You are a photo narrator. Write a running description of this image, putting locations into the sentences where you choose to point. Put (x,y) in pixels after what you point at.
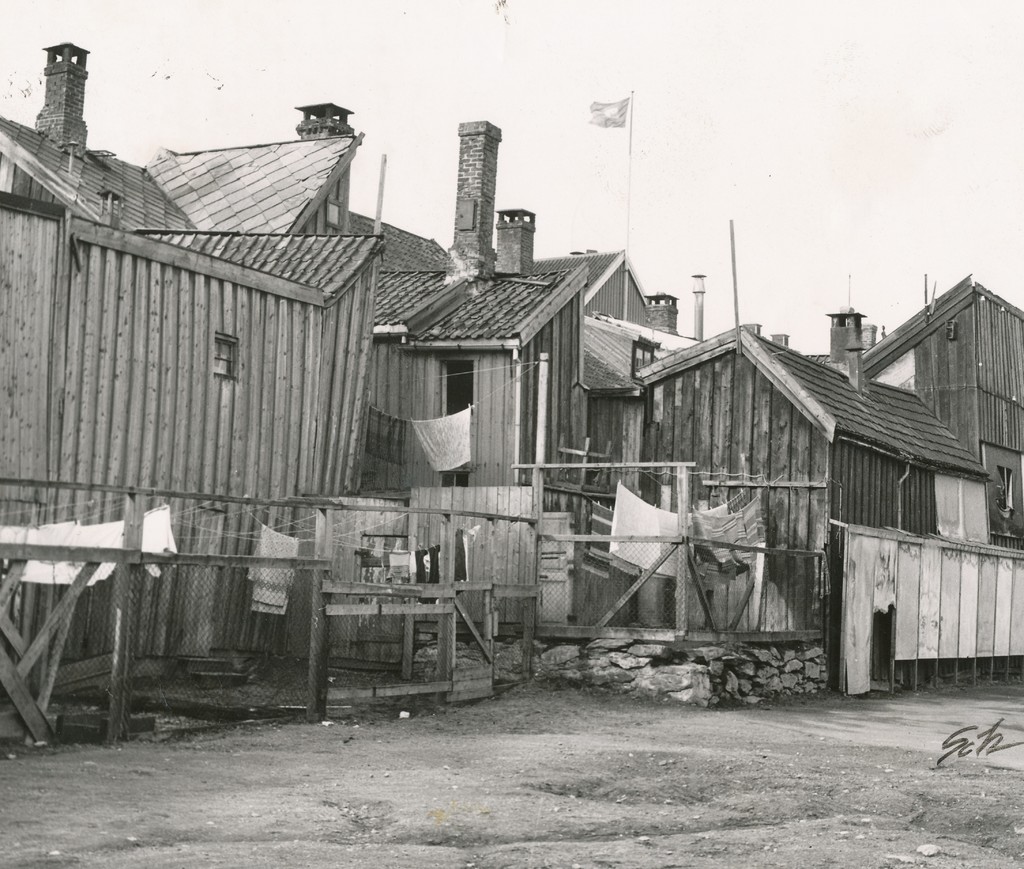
This picture shows few wooden houses (973,315) and we see a flag pole (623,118) and few clothes (467,429) on the ropes (615,470) and we see a cloudy sky (699,131).
